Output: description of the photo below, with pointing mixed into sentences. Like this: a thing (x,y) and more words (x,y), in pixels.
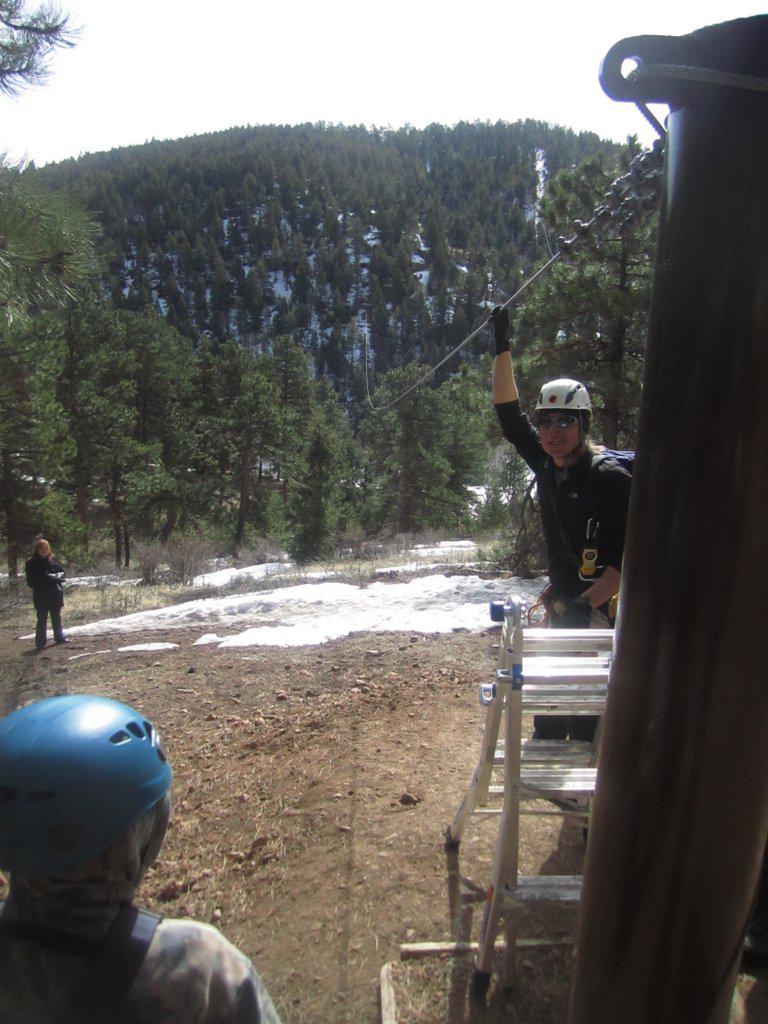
In this image we can see persons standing on the ground (395,655), ladder (519,669), pole (598,818), chain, cable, trees (251,272) and sky (328,63).
